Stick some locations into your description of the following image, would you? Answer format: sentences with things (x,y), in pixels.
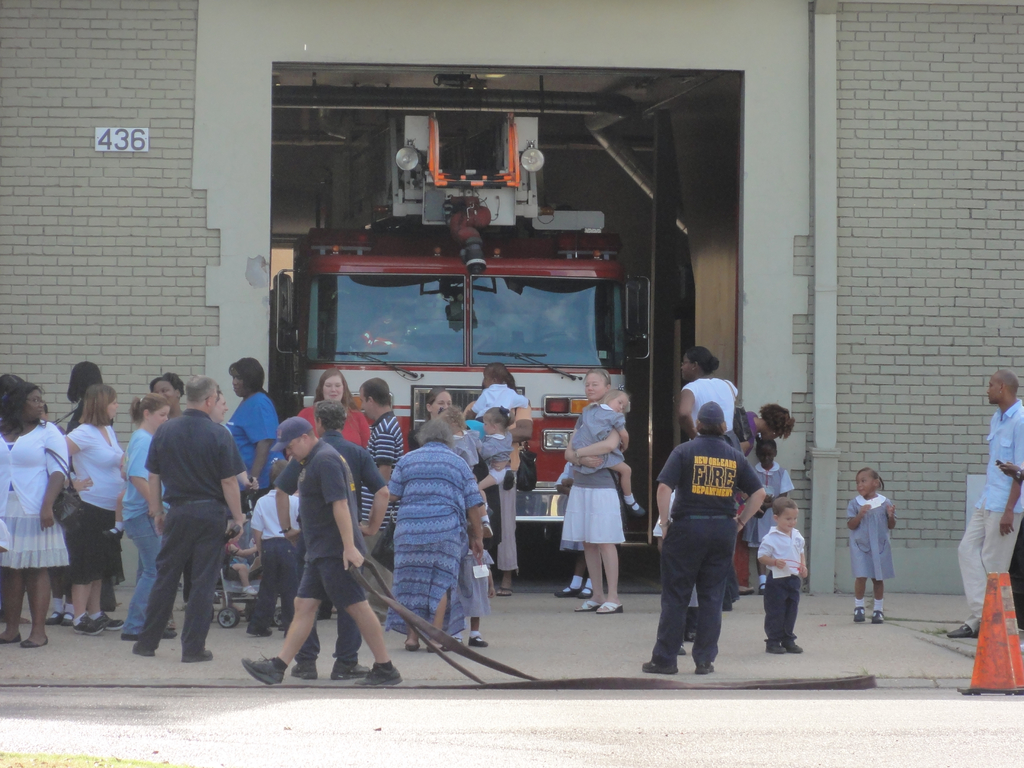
In this image I can see some people (505,519) on the road (370,712). In the background (515,138), I can see the wall (323,32) and a vehicle (448,285).
